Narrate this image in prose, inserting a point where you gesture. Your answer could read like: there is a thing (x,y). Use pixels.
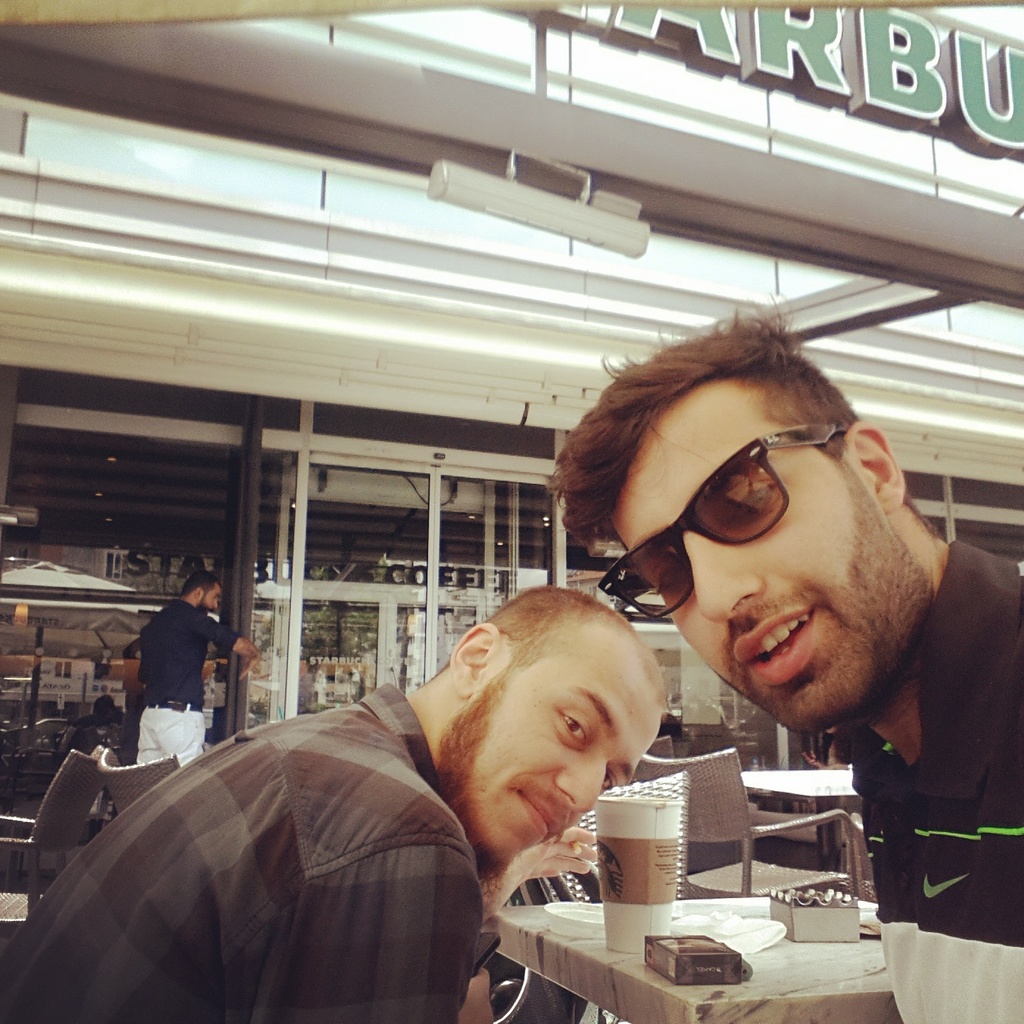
In this image we can see three persons (195,617), among them, one person (206,588) is standing and the other two persons (454,785) are sitting on the chairs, there are tables (552,921) and chairs (710,815), on the table (546,936), we can see the glass (606,883) and some other objects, in the background (729,255), we can see a building (118,689), on the building (660,101), we can see the text (215,561).
